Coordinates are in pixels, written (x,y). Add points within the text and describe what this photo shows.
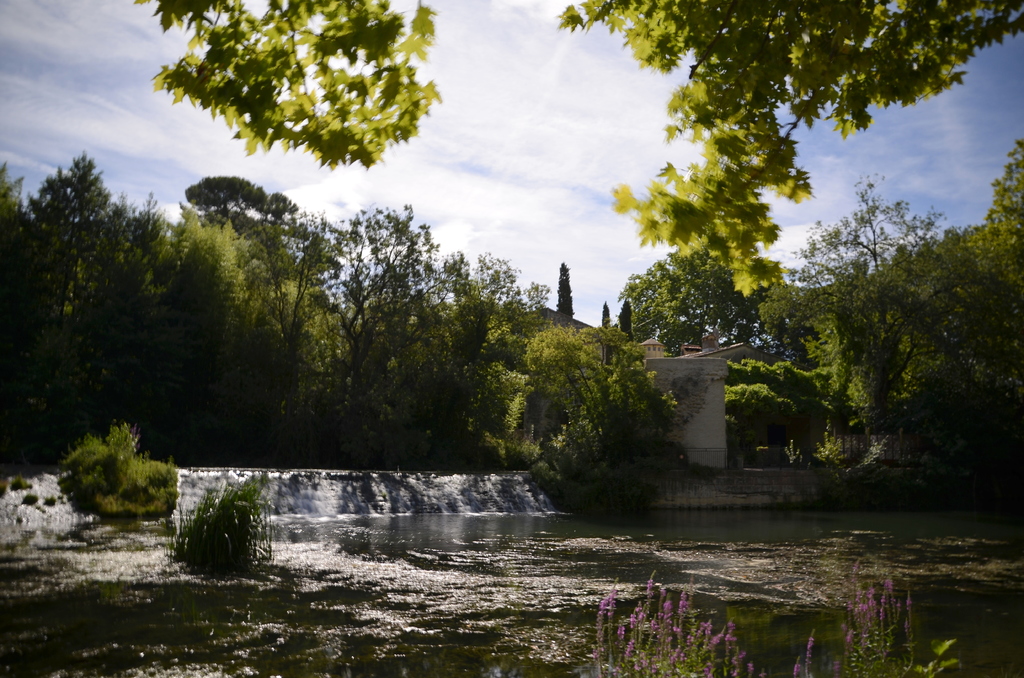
In the picture I can see the water (456,603), plants (756,406), a building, trees (533,370) some other objects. In the background (514,160) I can see the sky (506,151).
